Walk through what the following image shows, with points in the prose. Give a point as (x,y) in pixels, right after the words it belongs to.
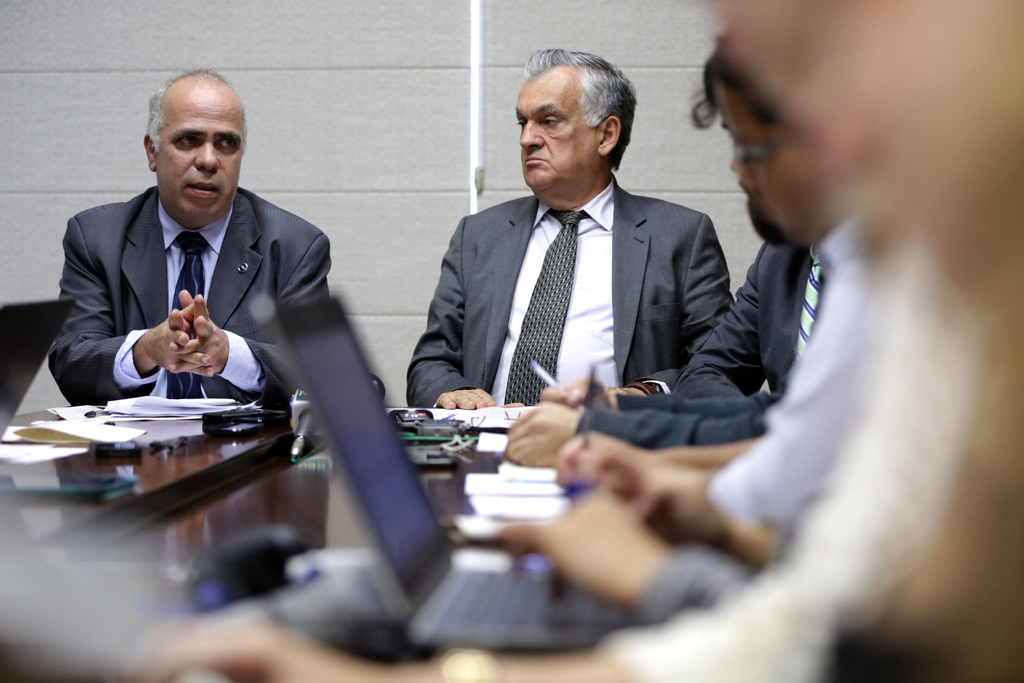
The man (210,273) on the left corner of the picture (210,261) wearing blue shirt (226,223) and gray blazer (106,274) is talking something. Beside him, we see four men (724,430) sitting on the chairs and listening to the man (163,272). In front of them, we see a table (302,526) on which laptop (450,544), papers (70,410) and mobile phone (220,414) are placed. Behind them, we see a wall (393,125) in white color. This picture might be clicked in the conference room (509,297).
